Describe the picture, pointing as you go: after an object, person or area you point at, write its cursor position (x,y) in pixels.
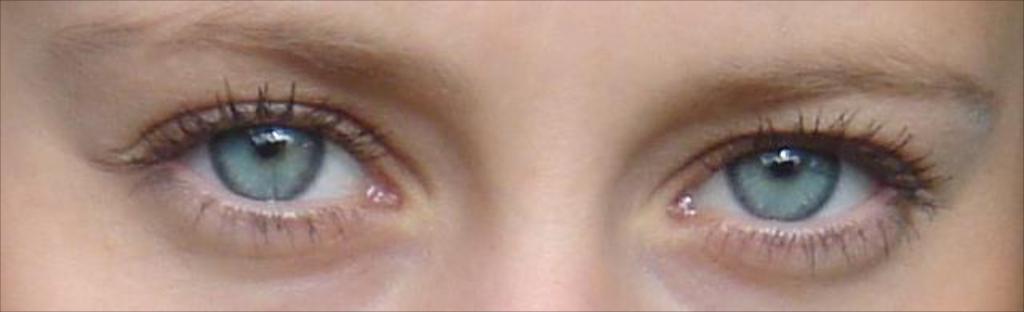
In this image there are eyes (821,154) of a person (417,219).
